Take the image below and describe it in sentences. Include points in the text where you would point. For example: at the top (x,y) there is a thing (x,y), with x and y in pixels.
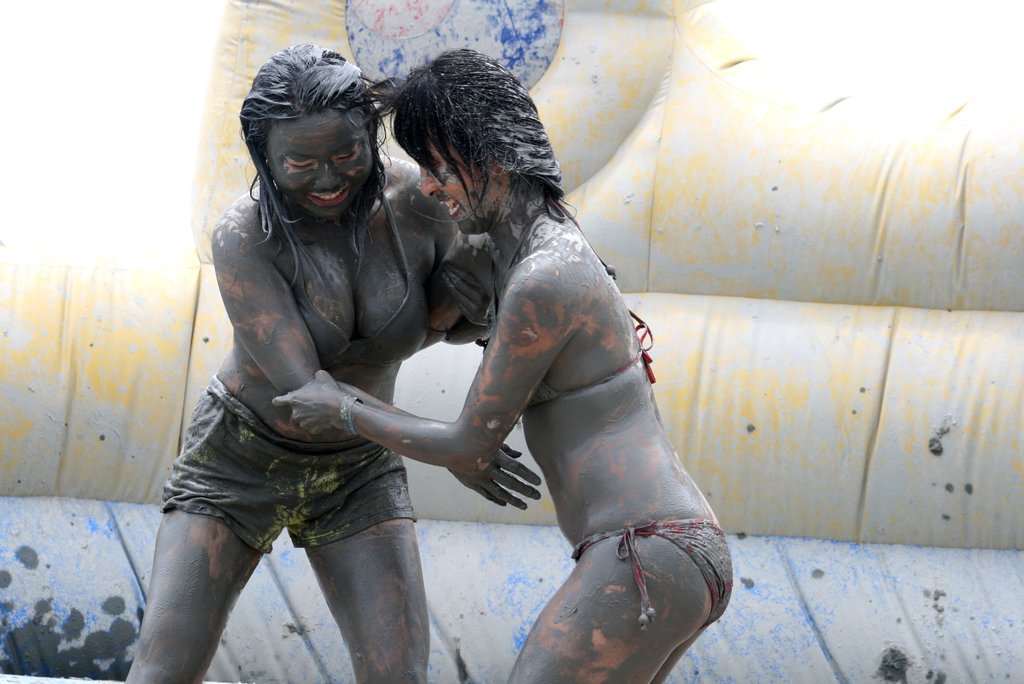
In this image there are two girls (401,341) who are holding their hands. There is full of mud (348,440) on their bodies (468,458). In the background (765,241) there is a cloth (764,194) on which there are mud stains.
